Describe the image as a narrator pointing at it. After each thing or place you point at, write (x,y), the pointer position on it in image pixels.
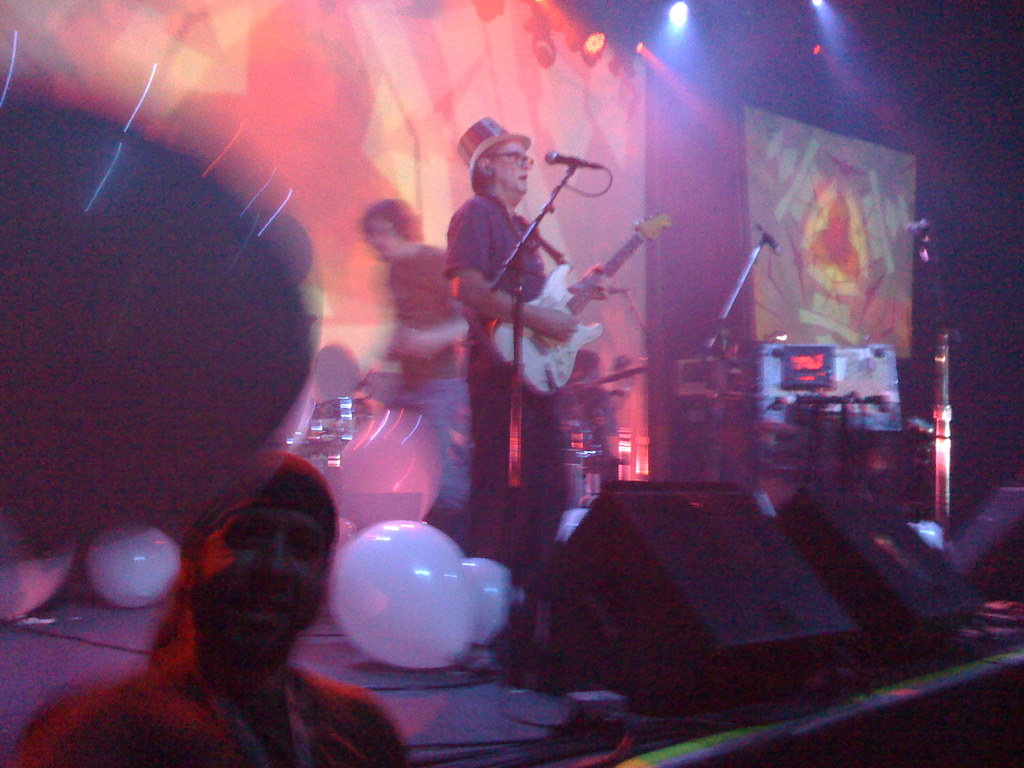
As we can see in the image there are balloons (437,628), a man (509,416) holding guitar (546,368) in his hand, mic (580,166) and some musical equipments (727,374).
